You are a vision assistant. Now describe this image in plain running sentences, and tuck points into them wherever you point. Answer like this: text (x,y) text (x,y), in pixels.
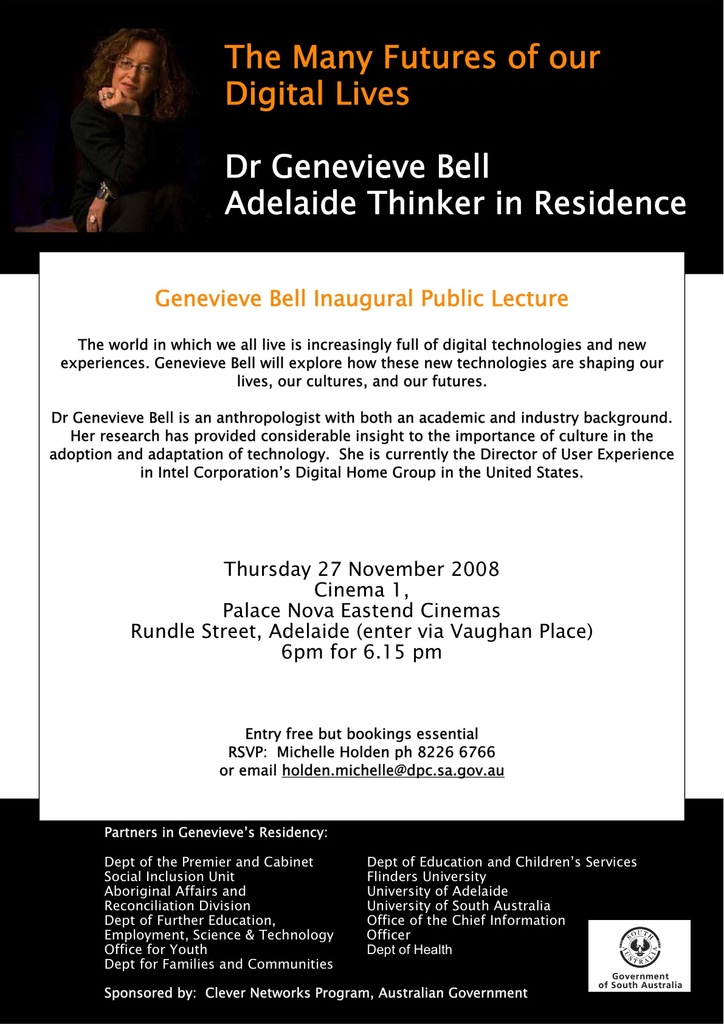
In this image there is an advertisement (383,165) with a picture (82,146) of a woman (101,190) and some text (403,297) written on it.
